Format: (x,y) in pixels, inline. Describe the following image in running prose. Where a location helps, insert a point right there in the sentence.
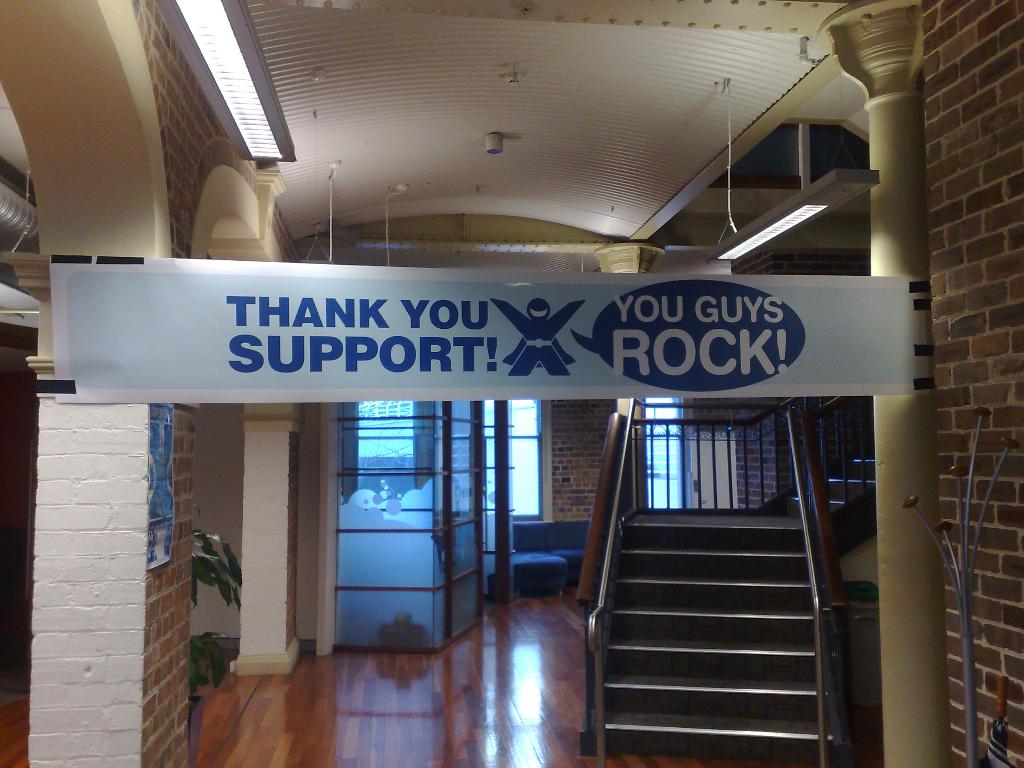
Inside a hall (450,628) there are stairs (792,456) and in front of the stairs (702,425) there is a thank you banner (339,332) attached to the wall (192,225) and a pillar (878,267) and in the background (429,482) there are some windows (520,468).
